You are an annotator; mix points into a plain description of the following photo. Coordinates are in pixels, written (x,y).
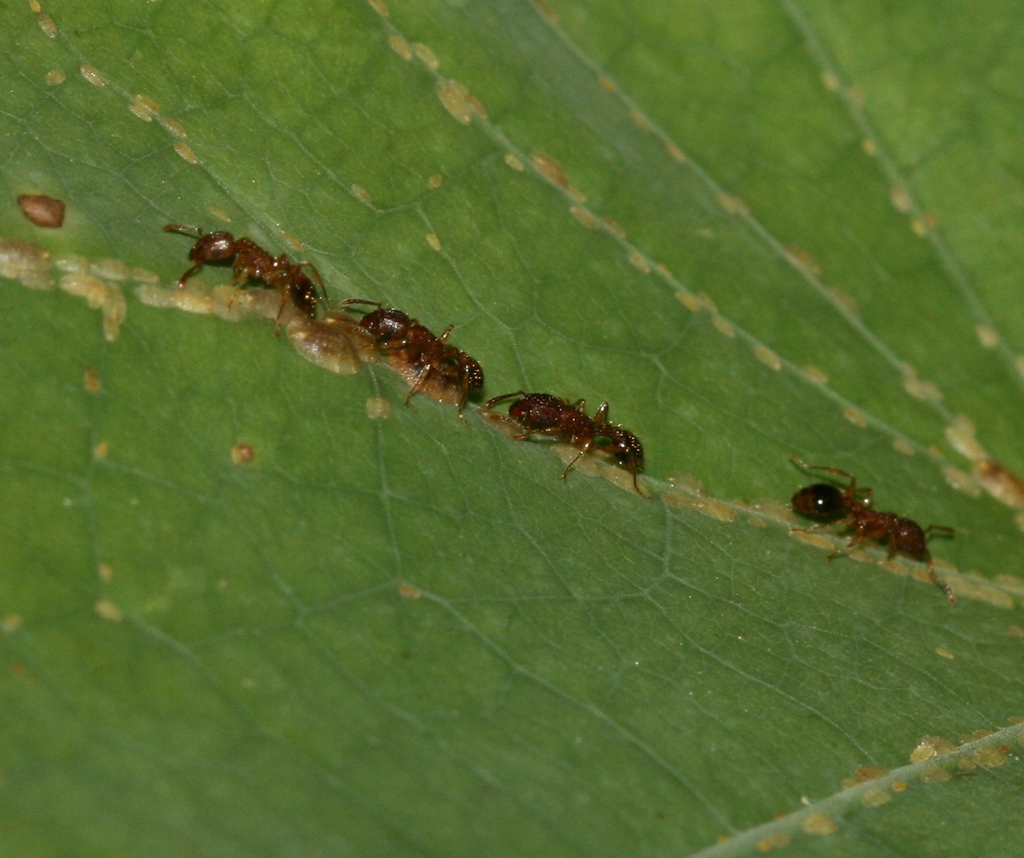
In this picture we can see four ants (556,419) on a leaf (205,529).
